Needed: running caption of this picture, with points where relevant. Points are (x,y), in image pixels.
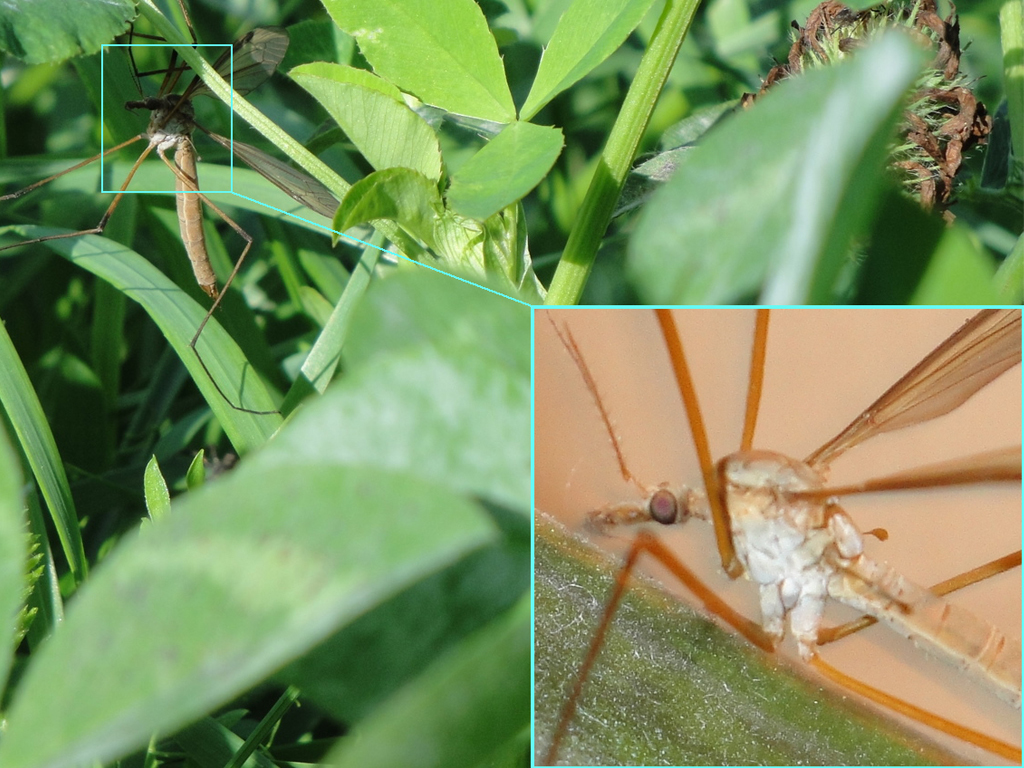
In this picture we observe a insect (856,432) which is on the leaf (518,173) and there is a zoomed photograph (677,316) of the insect (781,487) to the right side (814,454).
